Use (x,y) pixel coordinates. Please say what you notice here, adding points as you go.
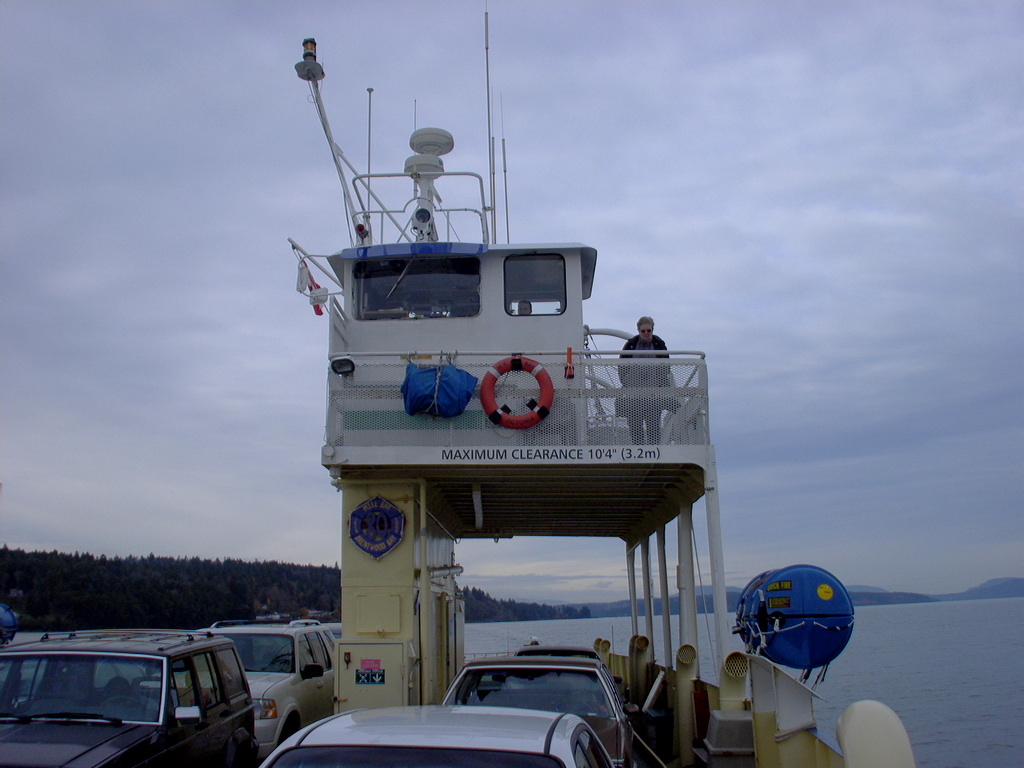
In this picture we can see there are two persons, a lifebuoy (488,405) and cars (478,707) on the ship (663,760) and the ship (611,413) is on the water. Behind the ship (428,531) there are trees (143,570), hills (857,596) and the sky (801,284).
